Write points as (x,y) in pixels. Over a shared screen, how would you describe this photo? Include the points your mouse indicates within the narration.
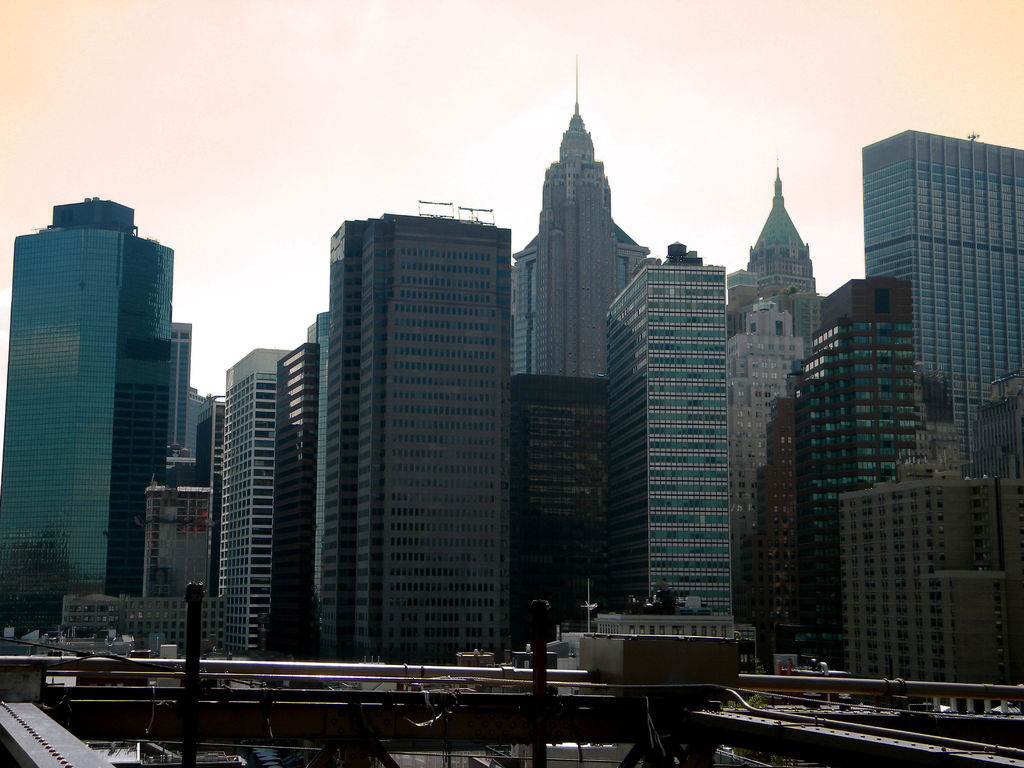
In the middle of the image (678,313) there are some buildings (997,531). Behind the buildings (689,277) there are some clouds (352,176) and sky (798,156). Bottom of the image (184,664) there is fencing (80,663).
